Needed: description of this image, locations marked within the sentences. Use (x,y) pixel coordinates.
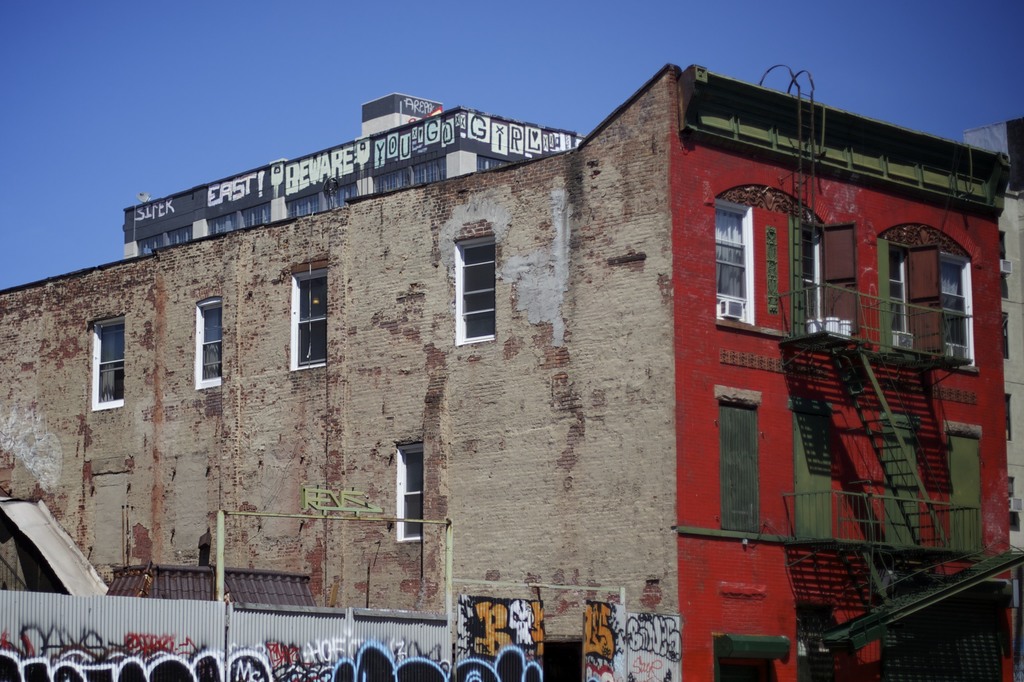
In this picture I can see the building (578,317). I can see glass windows (211,368) I can see railings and stairs (919,481) on the right side (913,460). I can see roofing sheet fence (295,644) on the left side (283,658). I can see the sky (346,83) is clear.
